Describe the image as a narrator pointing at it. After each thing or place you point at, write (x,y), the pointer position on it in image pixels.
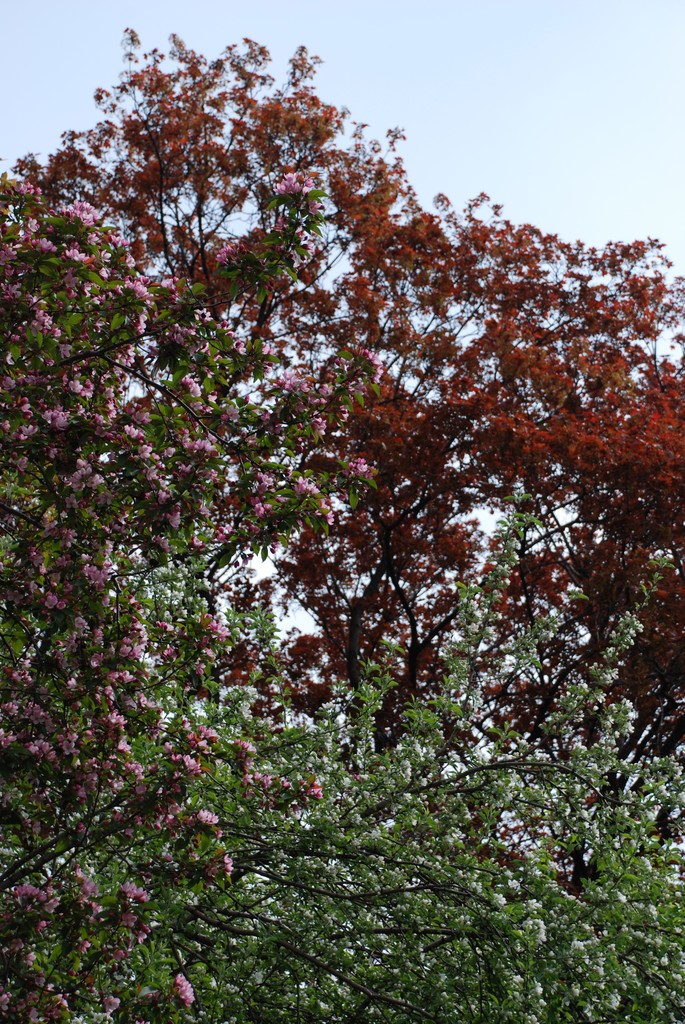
In the foreground of this image (447,808), there are flowers (265,780) to the trees (342,948). At the top (451,44), there is the sky (451,44).
